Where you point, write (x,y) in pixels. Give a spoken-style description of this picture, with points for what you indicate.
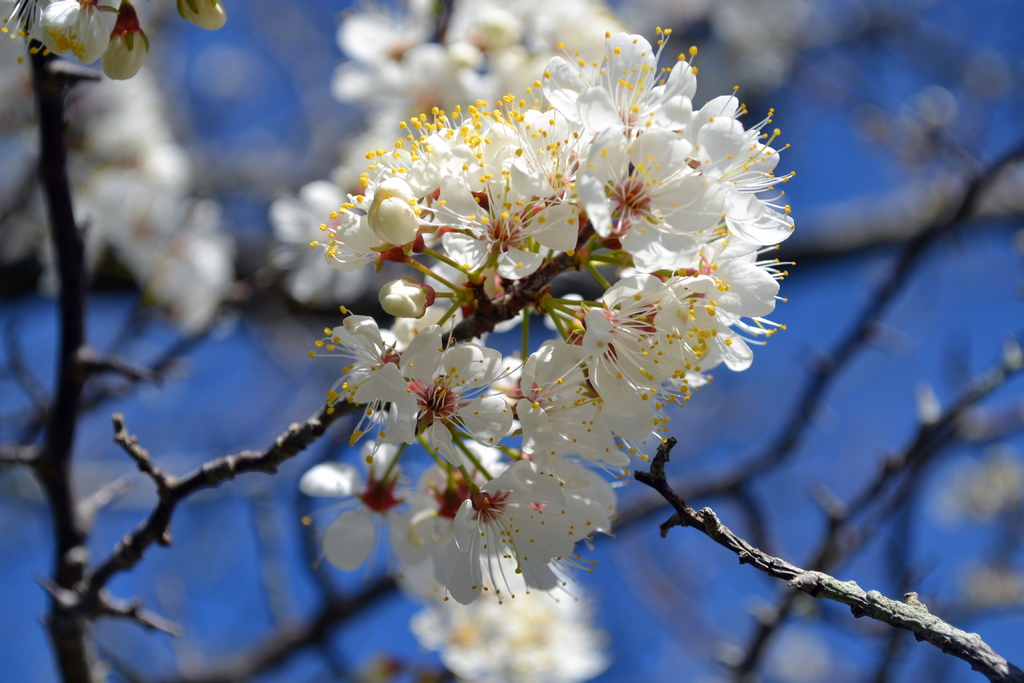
There are beautiful white flowers (502,664) to the branch (46,94) of a tree (41,144).
